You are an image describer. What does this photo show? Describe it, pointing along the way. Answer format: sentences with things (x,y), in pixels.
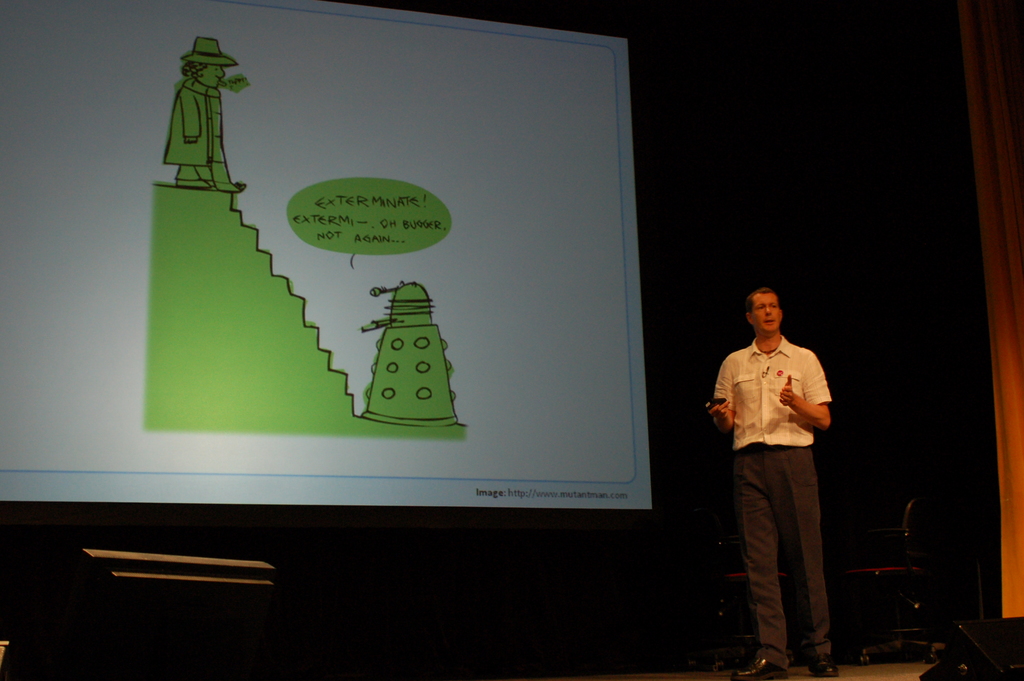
In this image I can see the person (768,467) standing and the person (788,418) is wearing white and black color dress (769,393). In the background (489,355) I can see the projection screen (412,368).
